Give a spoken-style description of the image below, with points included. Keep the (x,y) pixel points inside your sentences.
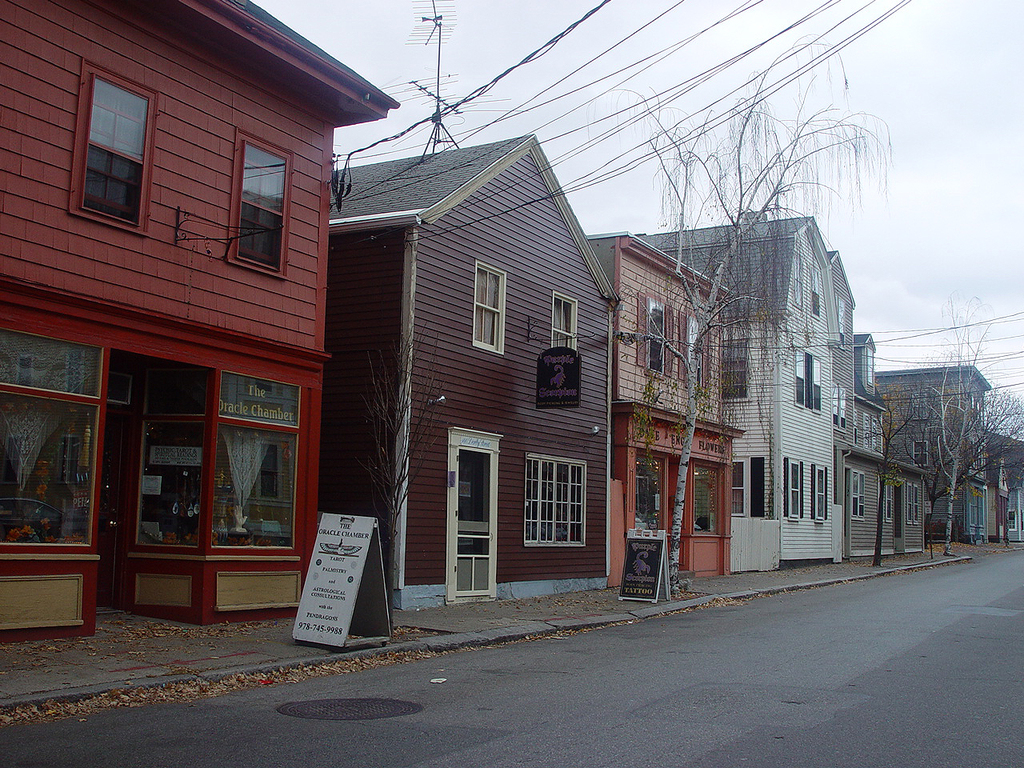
In this picture we can see a road (930,610), beside this road (866,618) we can see name boards (635,433), buildings (696,499), trees (682,485), wires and we can see sky (869,68) in the background (885,61).
